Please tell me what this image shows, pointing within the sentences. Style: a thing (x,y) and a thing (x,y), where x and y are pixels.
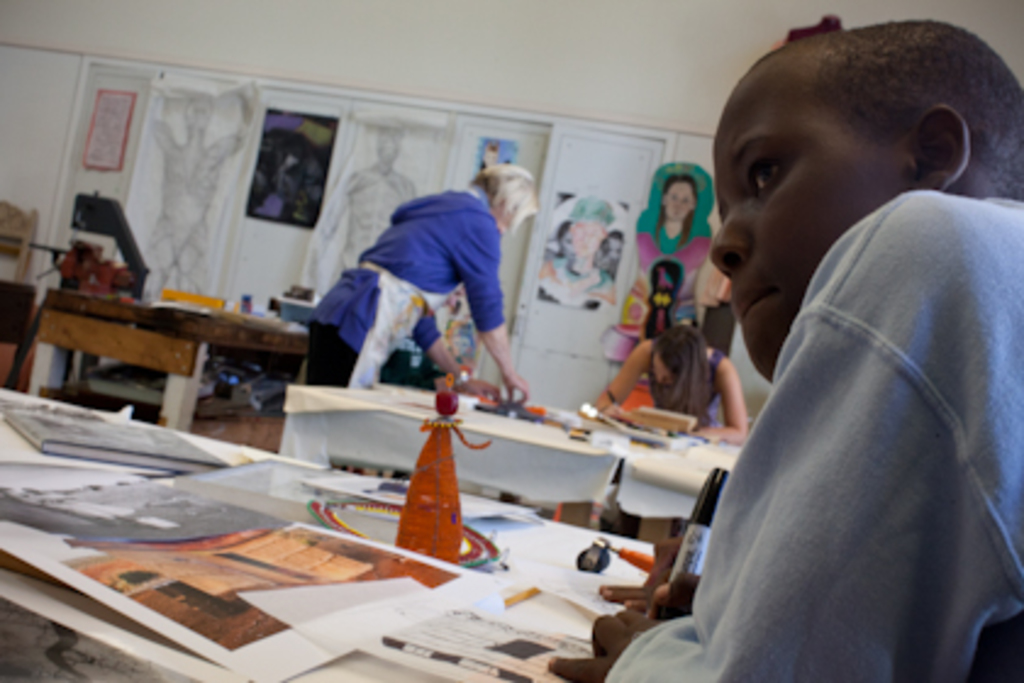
In this image I see 3 persons (997,152), in which 2 of them are female and one of them is a male and I can also see there are 3 tables (62,331) and lot of papers (44,640) on it. In the background (567,282) I can see the wall (16,30) and few pictures (567,282) on it.
